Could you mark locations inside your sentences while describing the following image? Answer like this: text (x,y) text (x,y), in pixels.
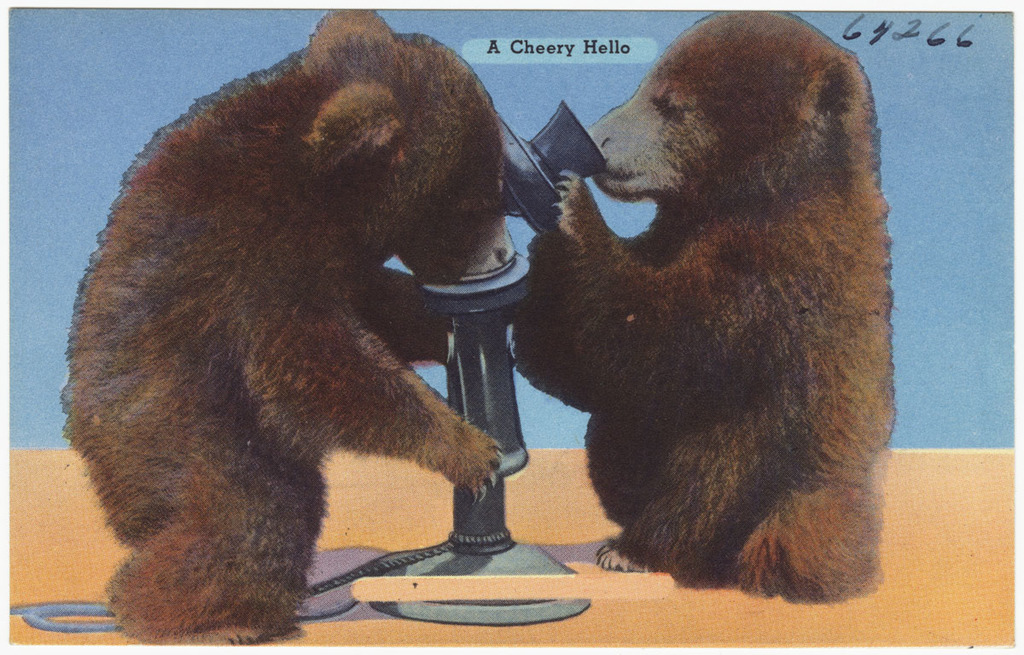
In this picture I see couple of bears (460,415) and it looks like a telephone (516,300) with a cord (391,560) on the bottom (435,567) and i can see text (504,49) at the top of the picture (607,39) and a number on the top right corner (901,20).
